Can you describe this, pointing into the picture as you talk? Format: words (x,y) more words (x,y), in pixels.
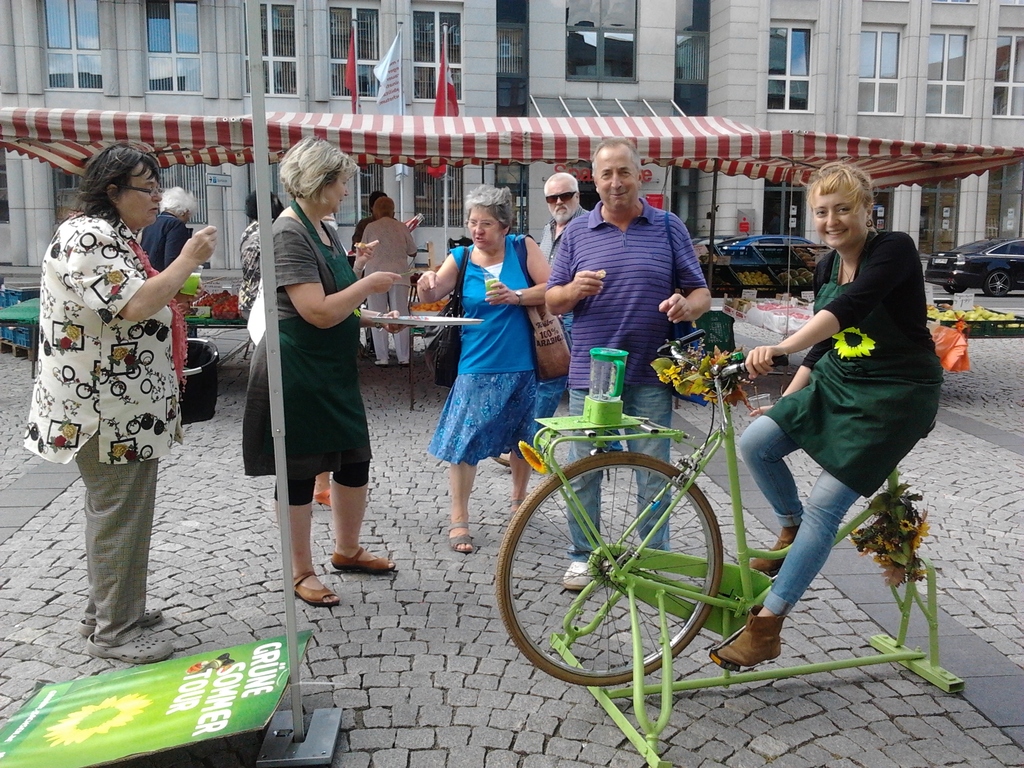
These persons (320,203) are standing and this person (795,410) sitting and holding bicycle (669,479), this person (495,342) wear bags (539,332), this person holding tray (420,321). On the background (536,48) we can see building (962,226), glass windows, tent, flags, fruits (767,280), baskets (776,289), tables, vehicles (950,271) on the road (487,739).
